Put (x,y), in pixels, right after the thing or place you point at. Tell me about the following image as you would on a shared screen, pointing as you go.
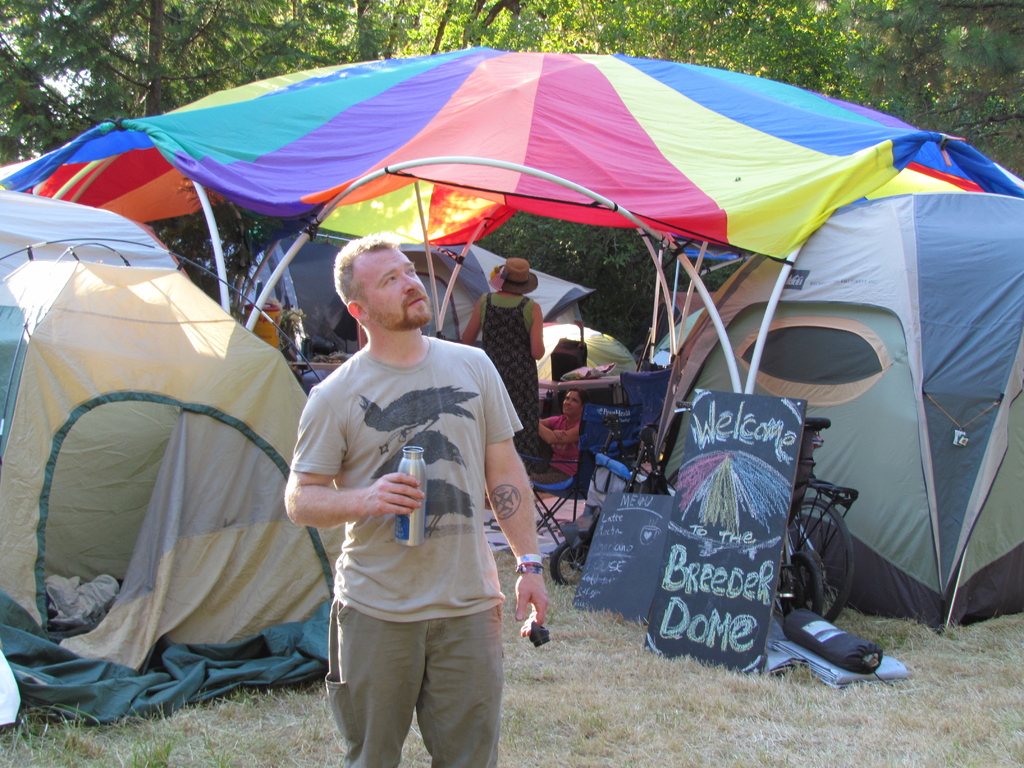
In this image I can see one person (336,427) is holding bottle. Back I can see few tents (326,286), colorful cover (783,161), bicycles (819,509), blackboards (747,478), chairs (613,454), trees (884,51), grass (741,724) and few objects (69,595) on the ground (756,708).
